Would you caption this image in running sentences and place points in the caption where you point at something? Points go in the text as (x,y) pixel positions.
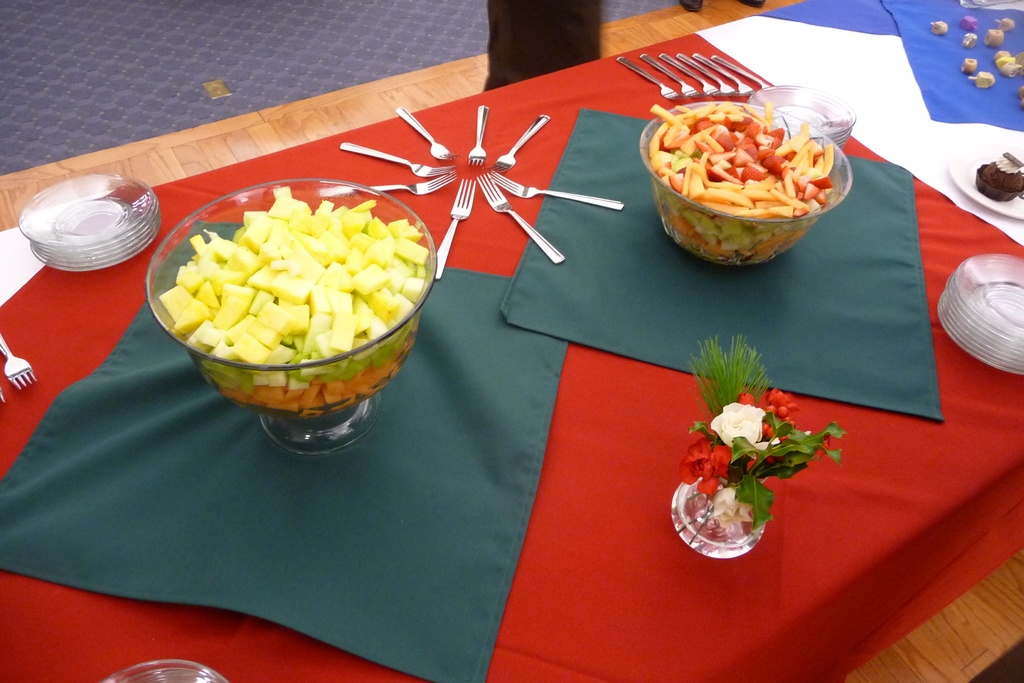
On this table (549,104) there is a cloth (961,487), flowers (750,435) in a vase (738,541), bowls (172,314), forks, plates (51,215) and food (745,166).
